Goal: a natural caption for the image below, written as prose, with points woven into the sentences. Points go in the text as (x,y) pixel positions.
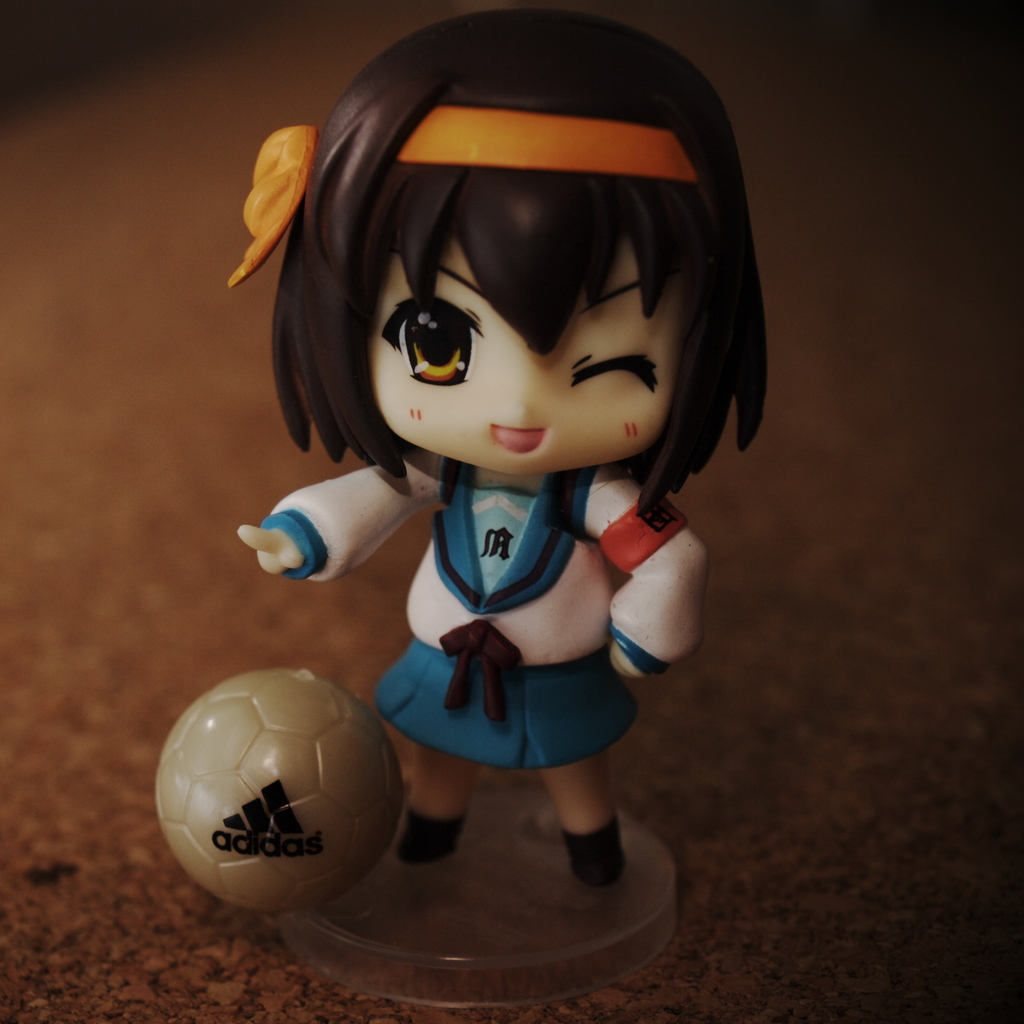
In this image I can see a toy girl (488,56) wearing white and blue color dress (582,625), in front (207,868) I can see a ball (235,881) in brown color and I can see a brown color background (141,431).
